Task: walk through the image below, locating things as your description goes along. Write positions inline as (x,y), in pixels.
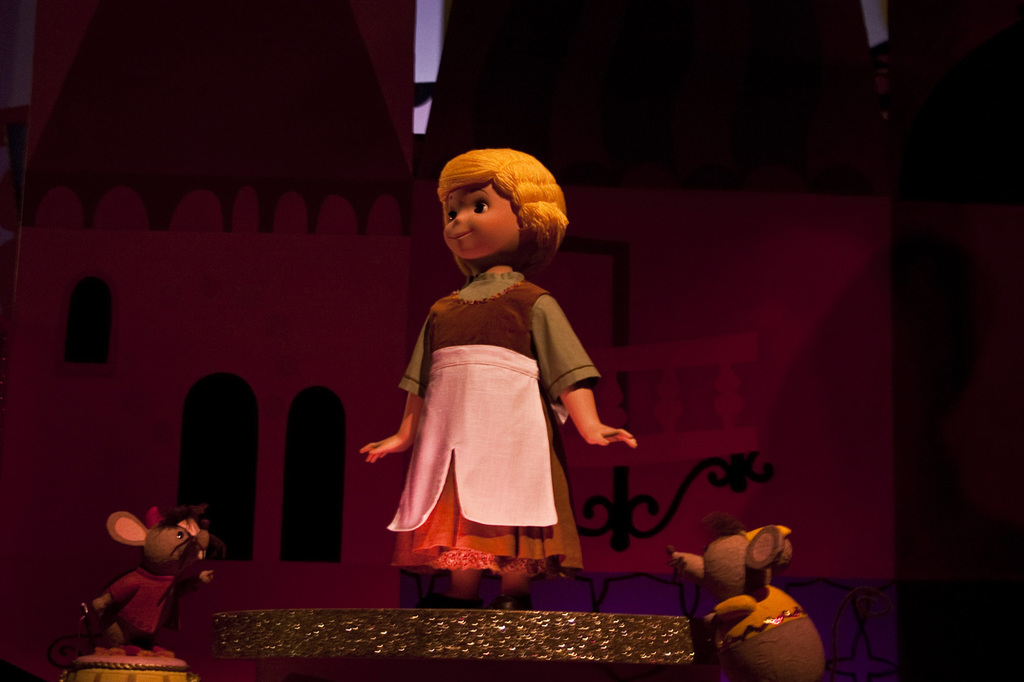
There are dolls (743,567) presenting in this picture.
